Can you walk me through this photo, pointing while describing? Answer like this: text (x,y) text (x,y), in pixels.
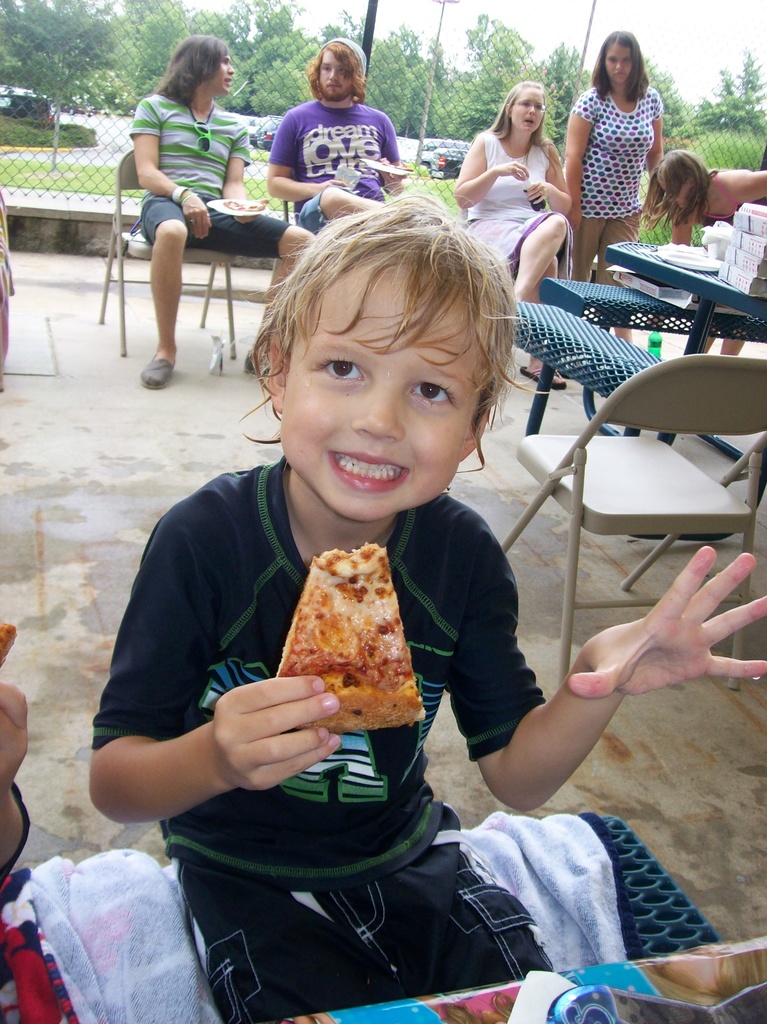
In this image we can see a child (278,511) sitting on the clothes (45,895) holding a pizza (308,659). On the backside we can see some people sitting on the chairs (233,351) holding the plates (405,171) and a bottle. We can also see some people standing and some objects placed on the table (644,365). We can also see some grass (97,190), plants (551,138), poles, a metal fence (548,129), a group of trees (562,140) and the sky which looks cloudy. On the left bottom (1,780) we can see the hand (3,795) of a person (19,850).
